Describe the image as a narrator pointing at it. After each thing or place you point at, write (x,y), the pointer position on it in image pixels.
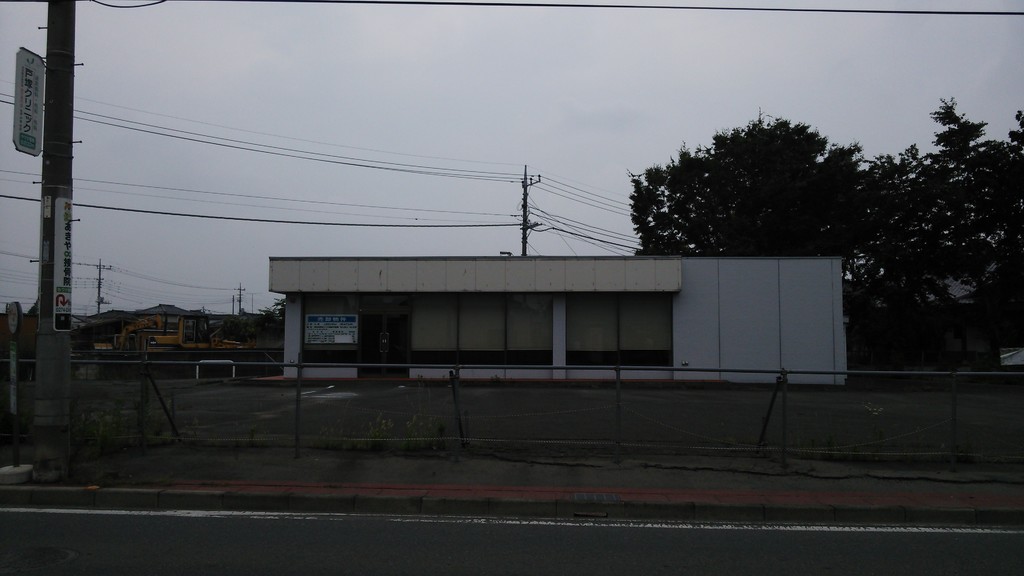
In the picture there is a compartment (586,333) and in front of that there is a road (417,538) and on the left side (66,48) there is a pole (66,48), behind that there is an electric pole (526,219) there are many wires (463,161) attached to that, on the right side (802,201) there are some trees (910,201).
